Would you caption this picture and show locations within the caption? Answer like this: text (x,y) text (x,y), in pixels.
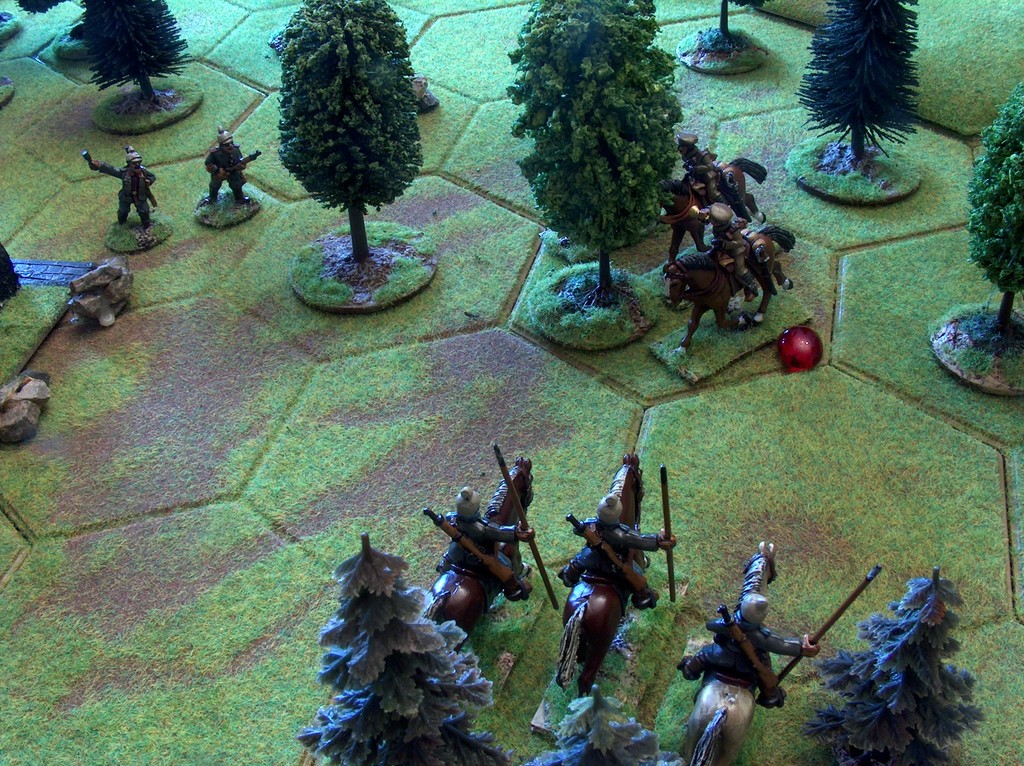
It looks like some project, there are small trees (623,174) and in between the trees (620,84) there are images (212,184) of soldiers (485,549) and horses (454,591).
